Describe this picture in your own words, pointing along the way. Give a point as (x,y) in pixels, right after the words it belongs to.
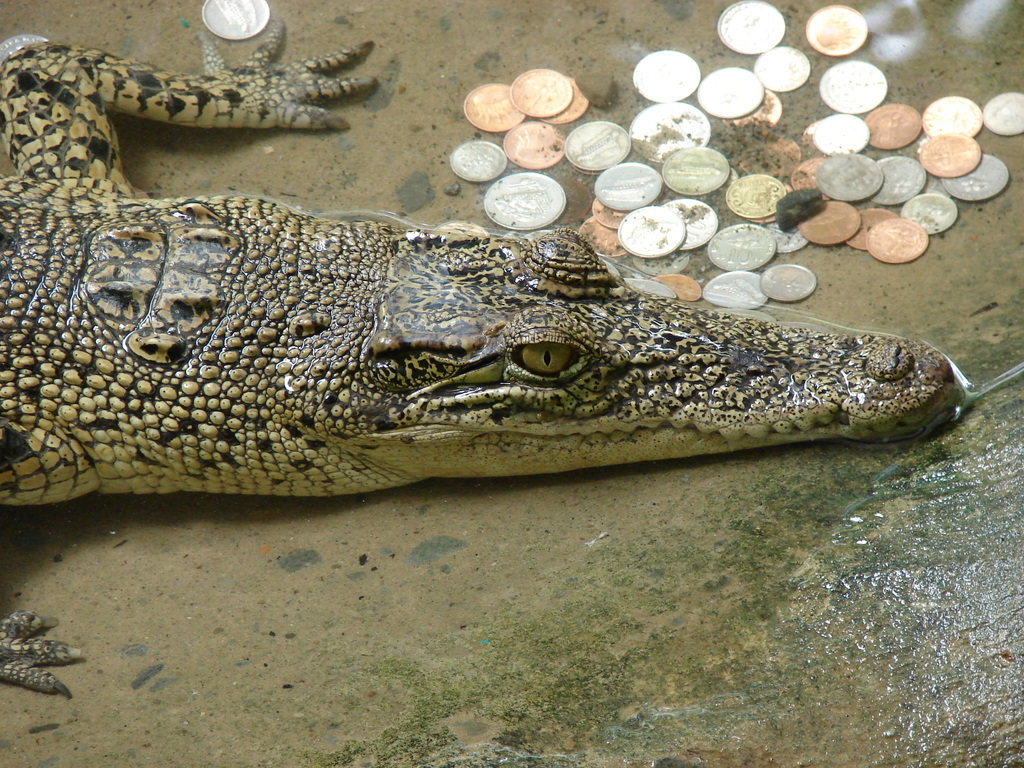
In this image we can see crocodile (234,351), coins (839,152) and water (349,538).
